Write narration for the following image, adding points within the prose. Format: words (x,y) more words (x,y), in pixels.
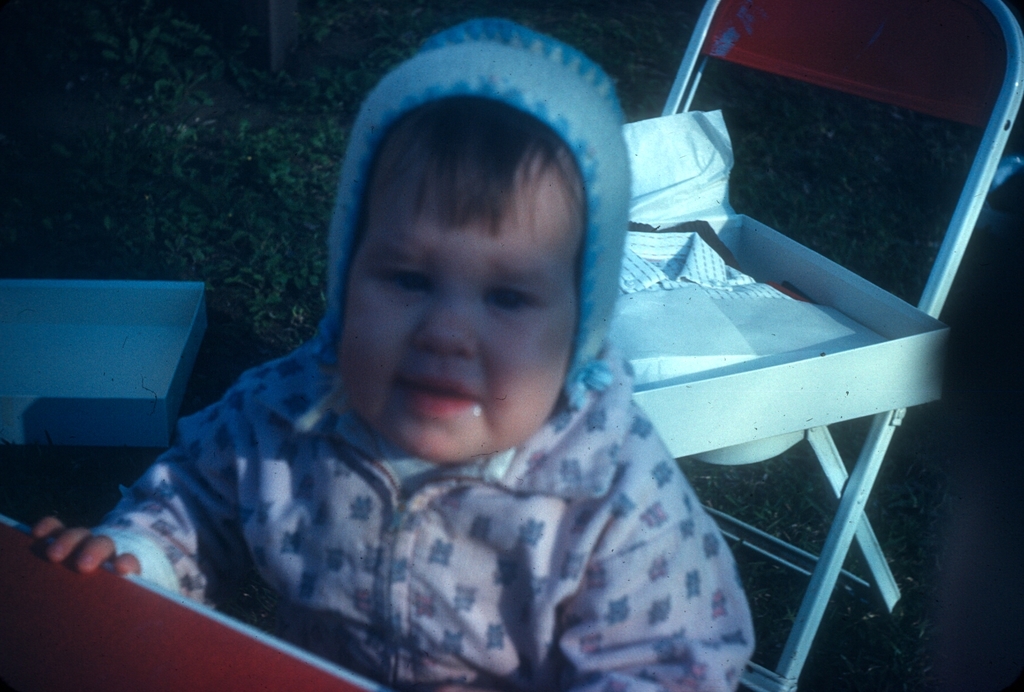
In this picture we can observe a kid (360,475) wearing a blue color cap (336,256) on his head (560,250). Behind the kid (609,439) there is a folding chair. We can observe some clothes (711,254) on it. In the background (120,153) there are plants (207,170).
